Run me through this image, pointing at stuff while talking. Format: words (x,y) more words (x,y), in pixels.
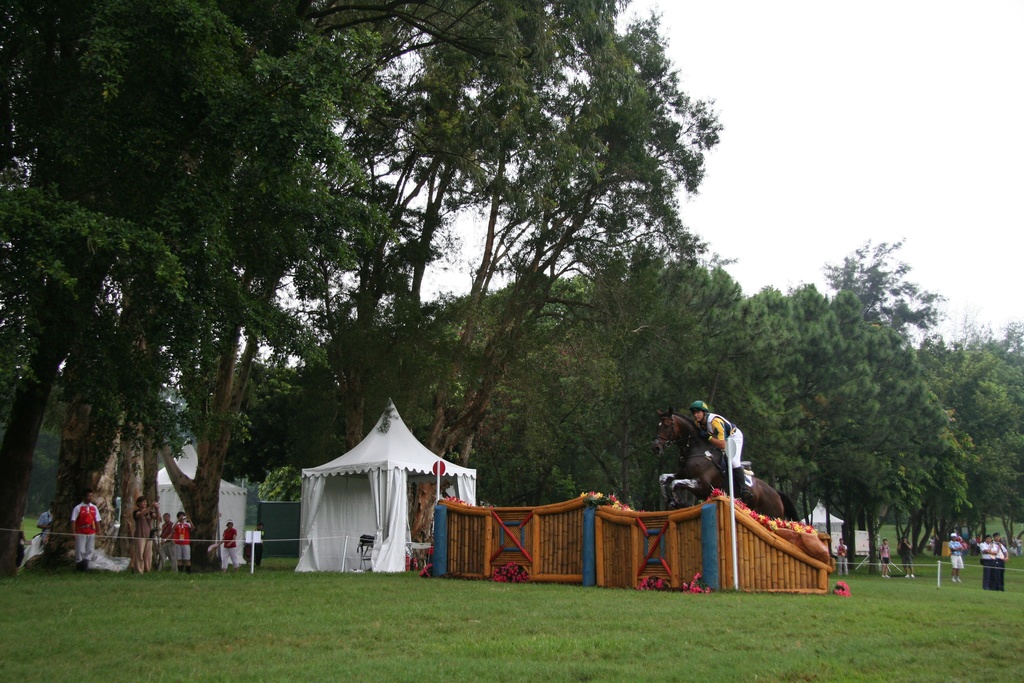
In the center of the image (357,448) we can see tents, one wooden object (755,541), poles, sign boards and a few other objects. And we can see one person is riding a horse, few people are standing and few people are holding some objects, In the background (710,273) we can see the sky (923,156), clouds (923,173), trees (291,193), grass (388,599) and a few other objects (276,553).
